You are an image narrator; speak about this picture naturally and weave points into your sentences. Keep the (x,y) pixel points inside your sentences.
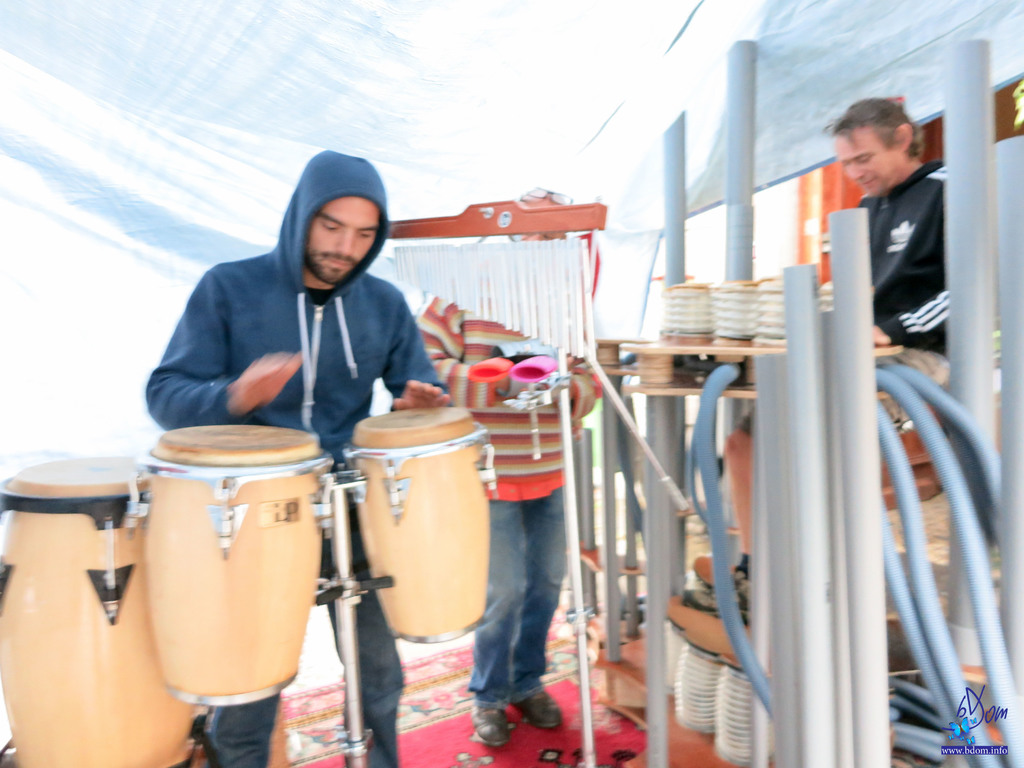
In this image there are three persons (335,431) who are playing musical instruments (391,561) at the left side of the image (260,416) there is a person (355,541) who is beating drums (426,463) and at the right side of the image (889,298) there is a person (879,283) wearing black color dress (879,283) playing musical instruments (847,271).
